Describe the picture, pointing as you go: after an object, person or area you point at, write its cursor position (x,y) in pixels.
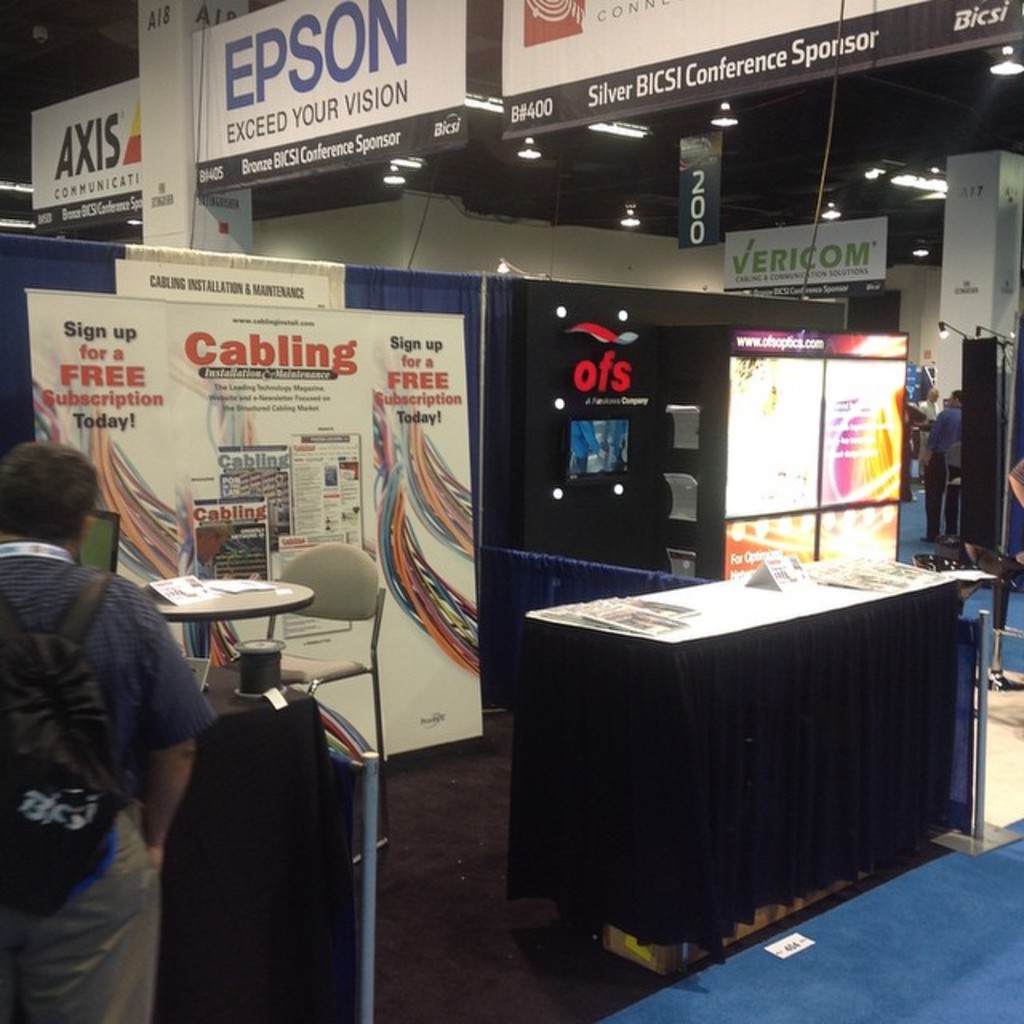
On the left (105,768) we can see one man (108,614) standing. And coming to the center (342,569) we can see table (298,607), chairs (311,613), banners (209,370), sign board (691,165), pillar (966,195), wall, lights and few more persons (960,394) were standing.
